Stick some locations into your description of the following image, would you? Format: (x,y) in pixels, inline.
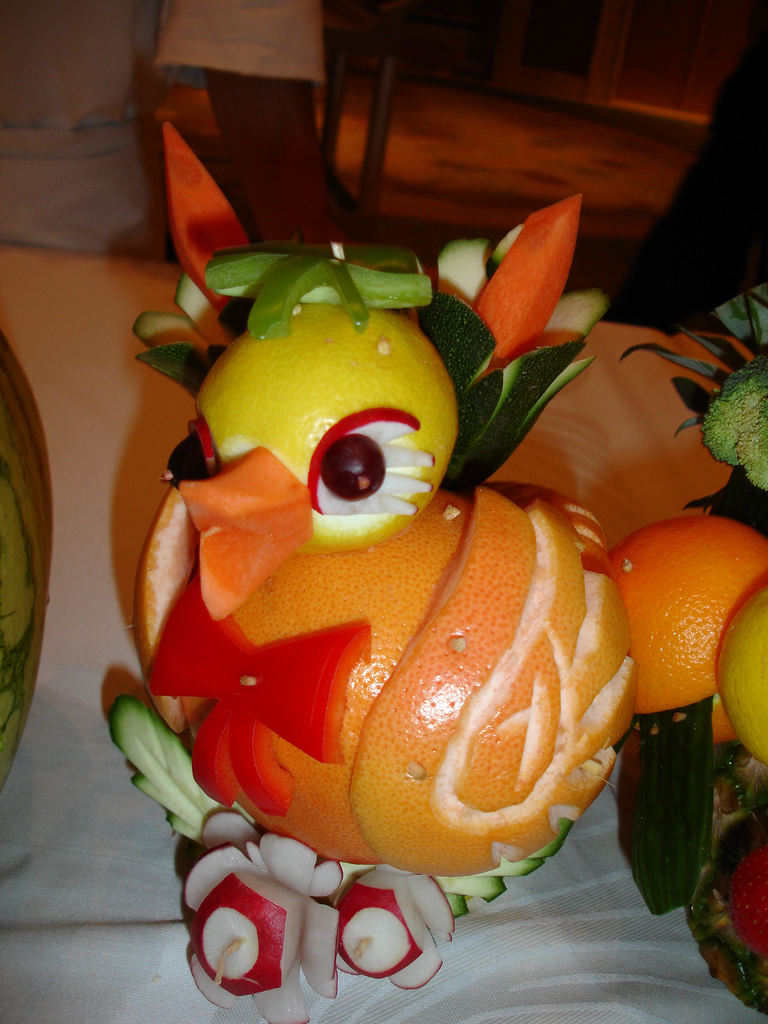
In the image we can see some fruits (505,235) decorated like a bird (494,313).
